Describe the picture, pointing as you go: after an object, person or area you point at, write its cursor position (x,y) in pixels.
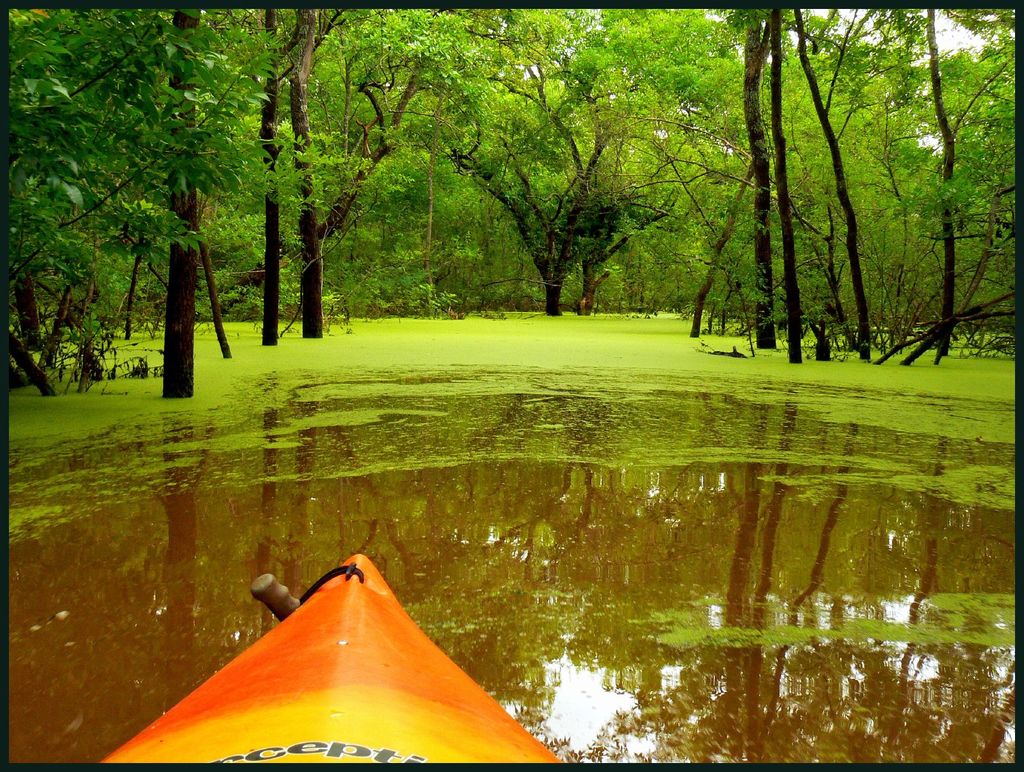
Bottom of the image (96,597) there is water (629,398), above the water (129,732) there is a boat (275,595). Top of the image (901,195) there are some trees (323,25).
